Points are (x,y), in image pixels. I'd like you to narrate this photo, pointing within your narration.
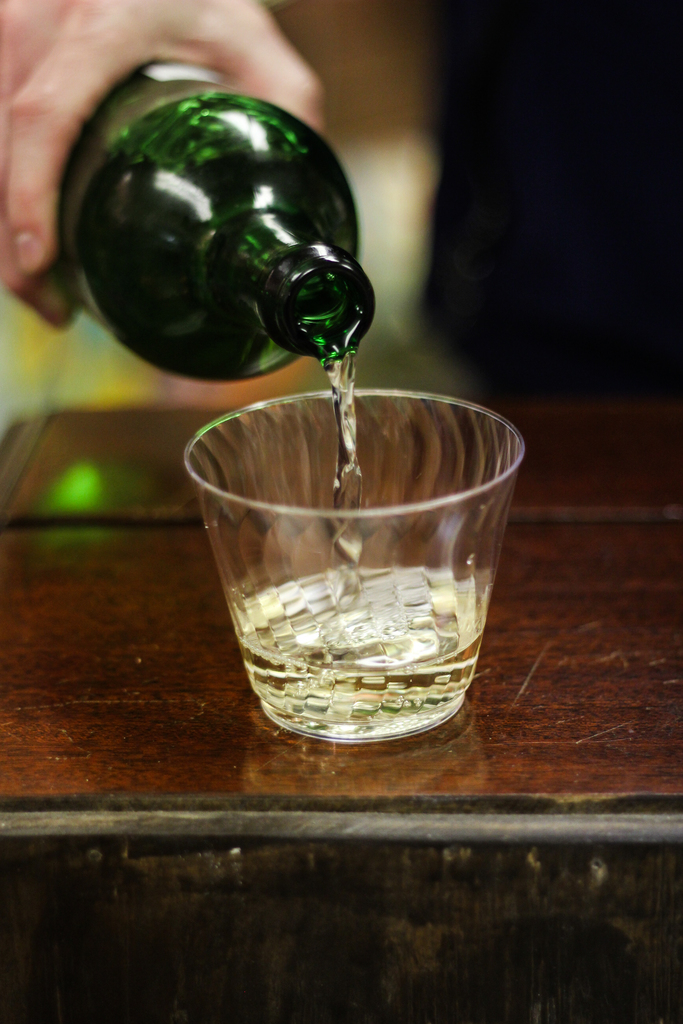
In the middle of the image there is a table (602,899), On the table (11,667) there is a glass (453,420). Top left side of the image (55,277) there is a person (211,0) holding a bottle (181,183).
